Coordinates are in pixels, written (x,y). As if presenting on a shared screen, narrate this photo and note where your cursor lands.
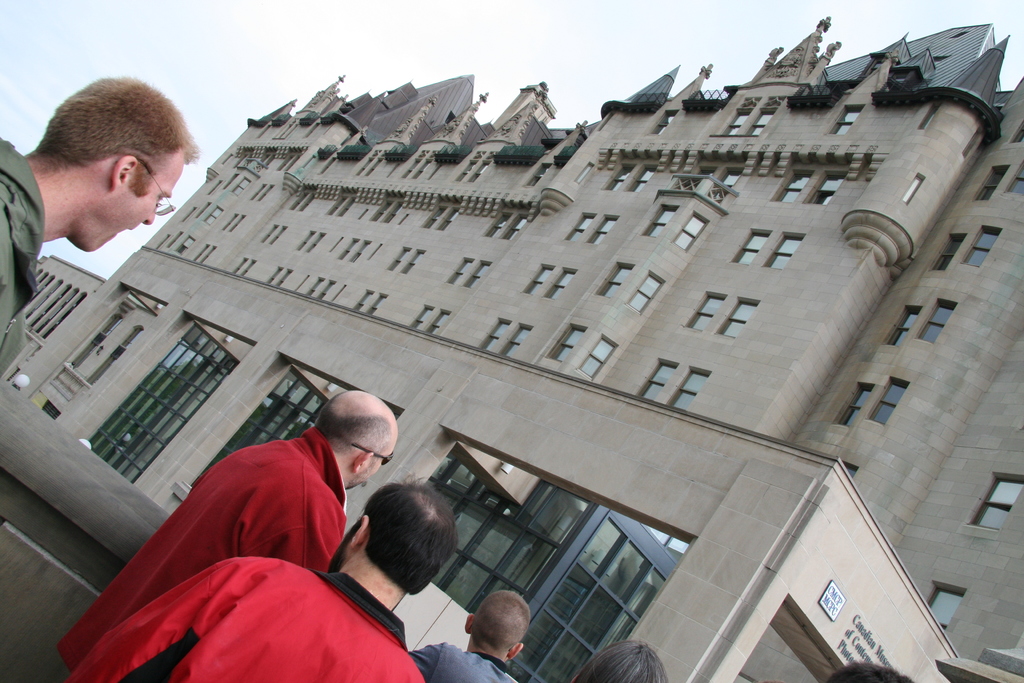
In this picture we can see a group of people (394,640) standing, building (200,429) with windows (935,585) and in the background (291,65) we can see the sky (291,65).
